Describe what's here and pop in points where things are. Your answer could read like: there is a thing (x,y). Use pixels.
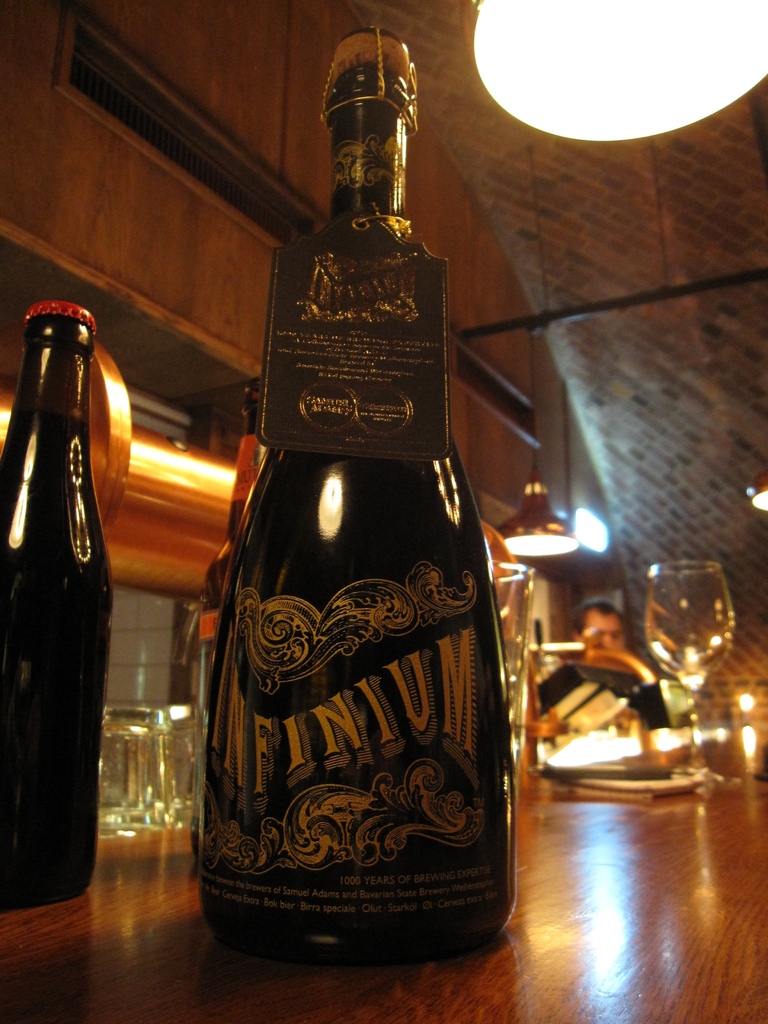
In this image we can see a bottle (402,466) with label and cork stopper (371,62) is placed on the wooden table (263,997). Here we can see another bottle (90,778) and glasses (124,827) are also placed on the table (551,937). The background of the image (591,624) is slightly blurred, where we can see a person (605,631), ceiling lamps (675,27), wooden wall (267,267) and the brick ceiling (635,256).
